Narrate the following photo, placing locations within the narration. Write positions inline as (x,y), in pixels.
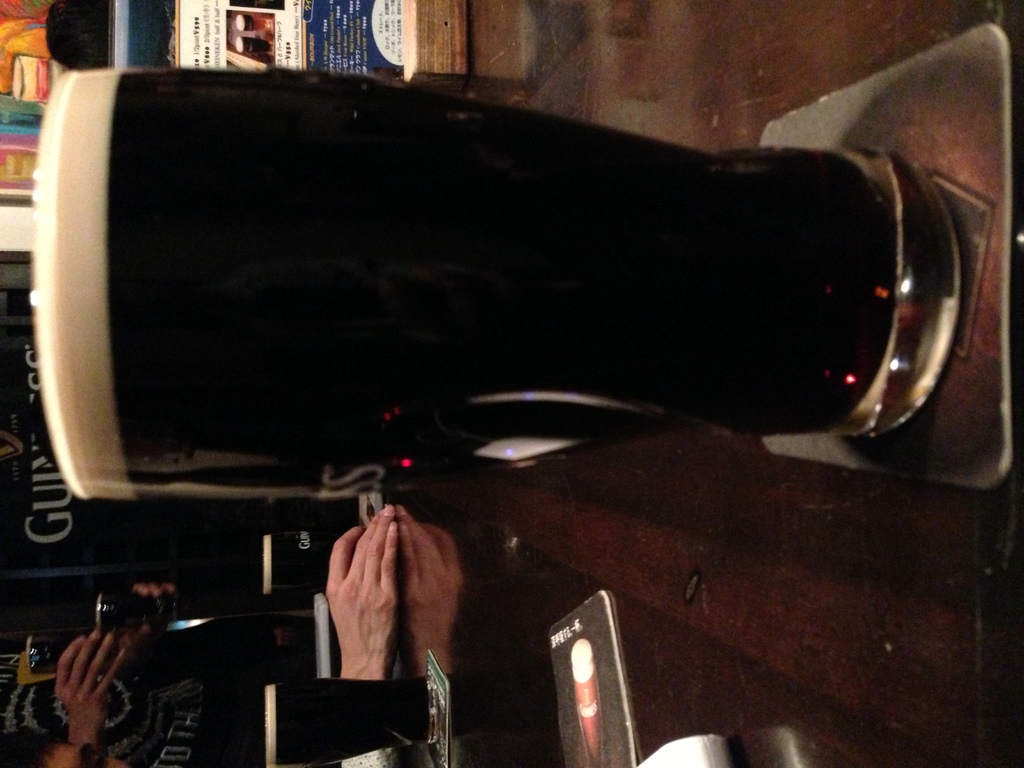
In this image we can see a glass (684,240) containing drink (591,323) in it is placed on the table (654,599). One person (97,718) is standing in front of the table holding glass (165,609) in his hand (94,692) and other person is sitting in front of table (500,498). In the background (383,50) we can see hoardings (53,516) and door (133,559).
